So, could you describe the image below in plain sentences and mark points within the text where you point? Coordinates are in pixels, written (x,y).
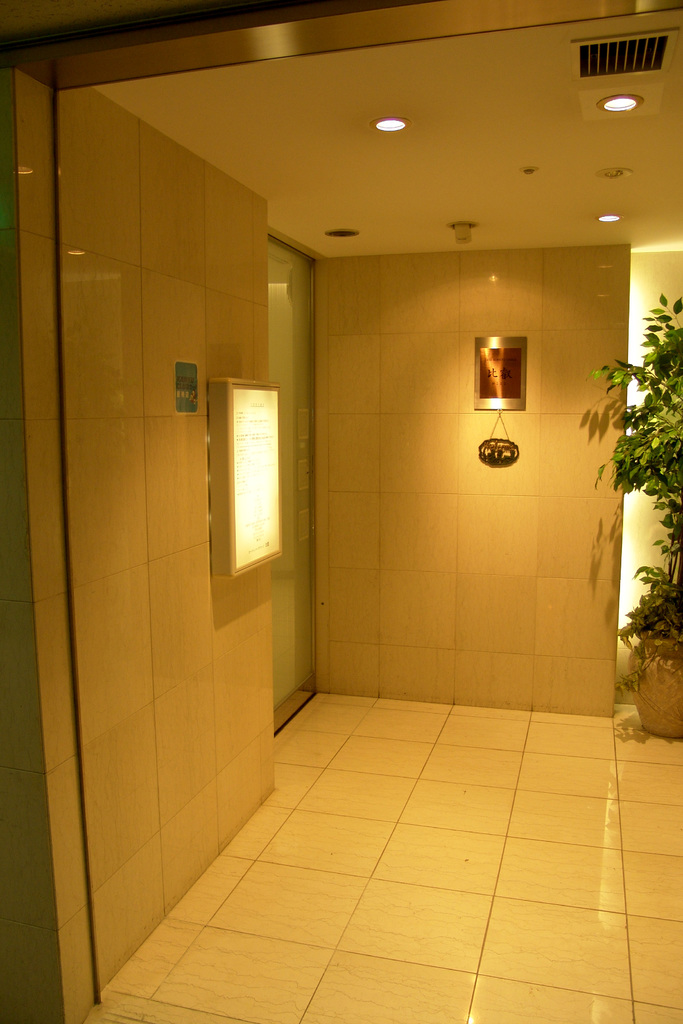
In this image we can see walls (516,673), house plant (625,376) and electric lights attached to the roof (319,192).
